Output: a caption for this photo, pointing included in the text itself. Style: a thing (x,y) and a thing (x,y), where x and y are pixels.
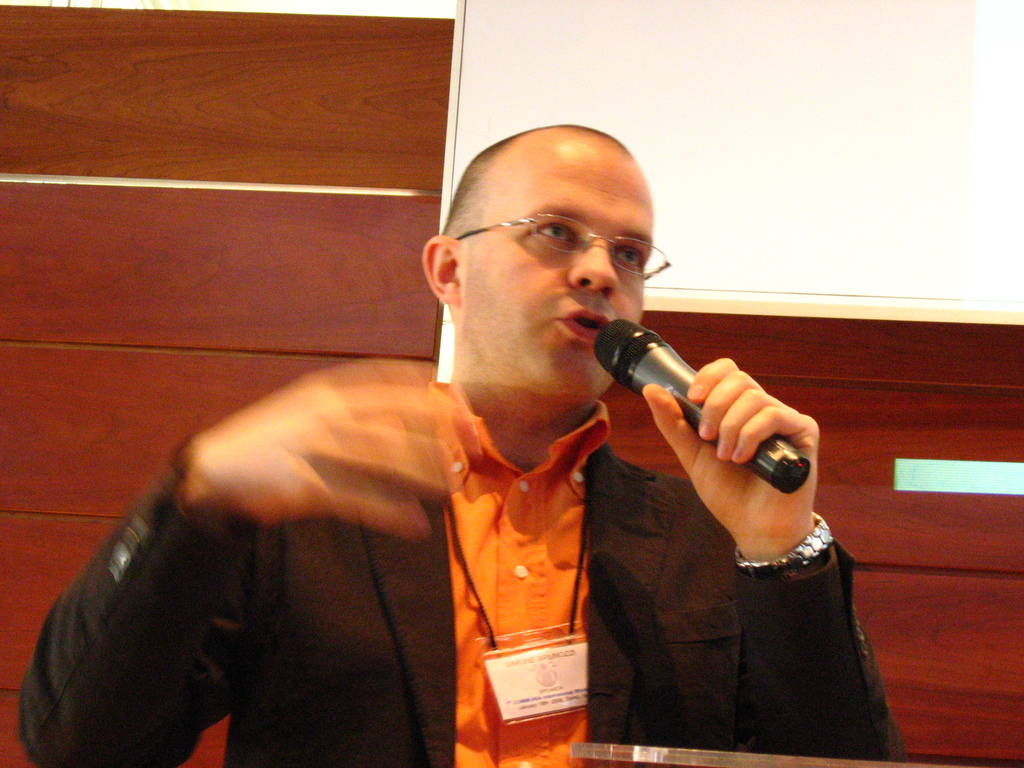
In the image we can see a man (577,588) wearing clothes (701,644), wrist watch (819,531) and spectacles (569,243). The man (589,342) is holding a microphone (696,406) in his hand (717,417). There is a white board (752,206) and a wooden wall (123,245).
